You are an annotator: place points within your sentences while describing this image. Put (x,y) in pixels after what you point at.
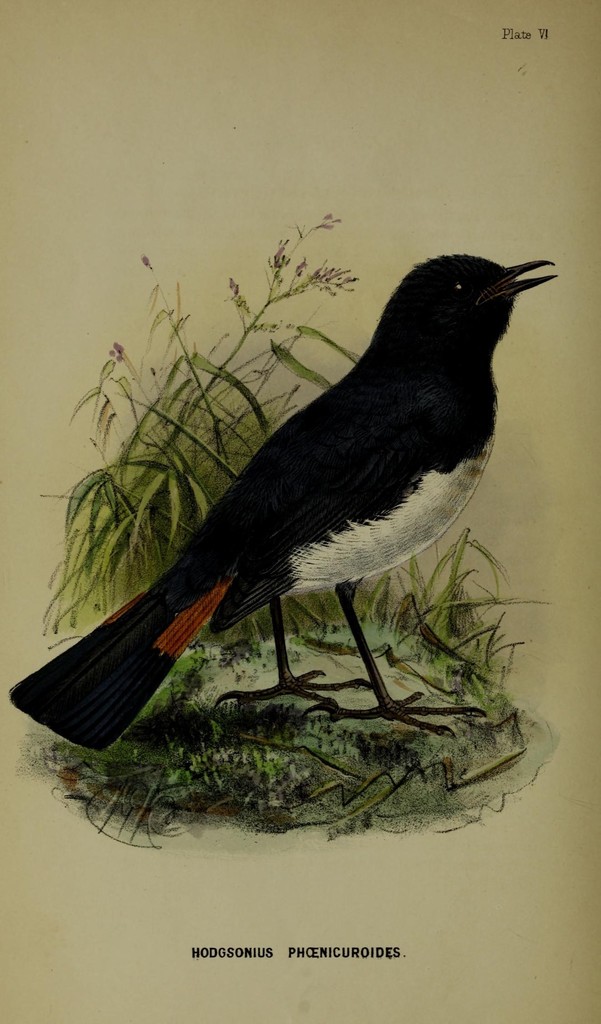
In this image, we can see a poster (382,550) with some images (346,584) and text (202,954).
